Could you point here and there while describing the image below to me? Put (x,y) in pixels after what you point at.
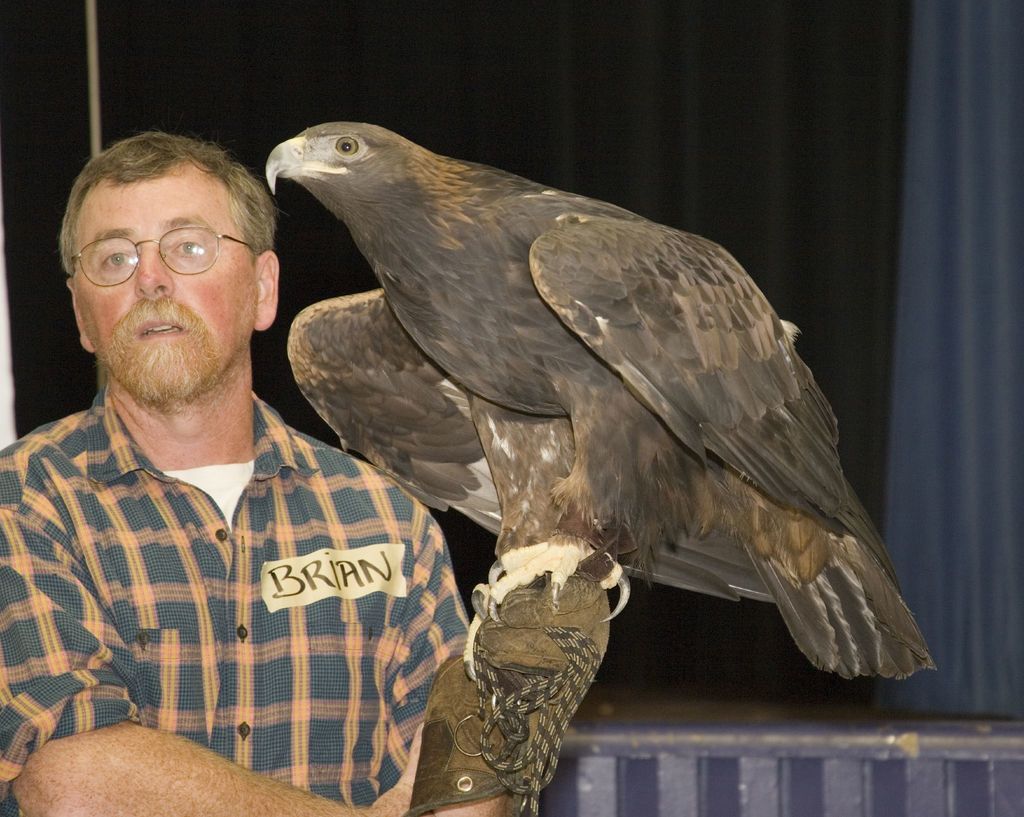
In this picture we can see an eagle (488,385) sitting on the hand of a person (87,338).
